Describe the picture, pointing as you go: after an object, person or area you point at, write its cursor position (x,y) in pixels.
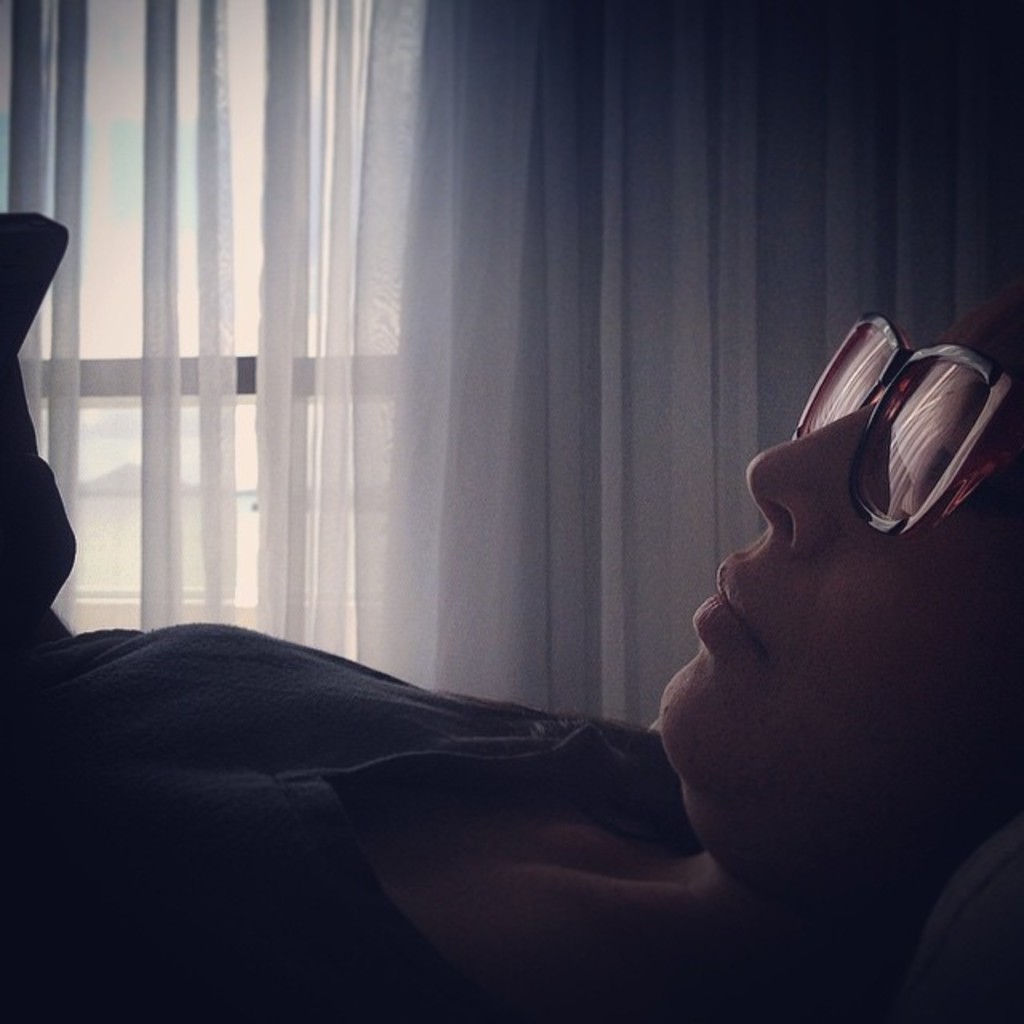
In this image, there is a person (268,689) beside the window (331,585) wearing sunglasses (879,425).
